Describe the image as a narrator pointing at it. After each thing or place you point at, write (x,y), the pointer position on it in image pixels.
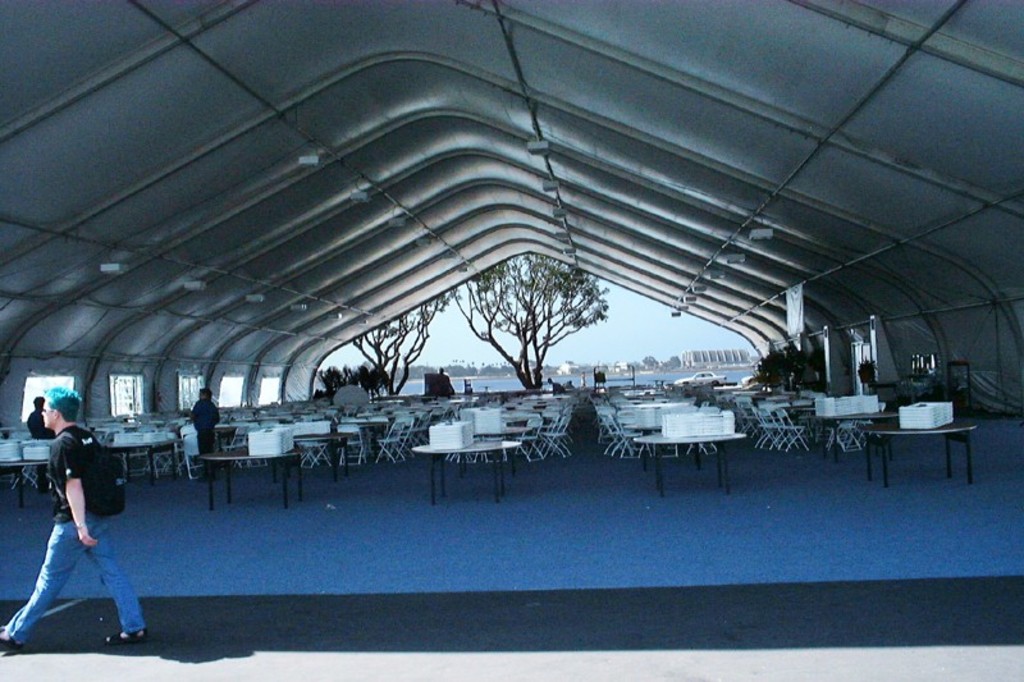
In this picture we can see a shed (1021,399). In the center of the image (515,433) we can see the tables (265,455), chairs (359,428). On the tables (362,415) we can see the boxes (319,427). In the background of the image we can see some persons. In the middle of the image (667,370) we can see the trees (516,366), water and buildings (614,364). In the bottom left corner (127,635) we can see a person (82,529) is walking and wearing a bag (90,494). At the bottom of the image (562,517) we can see the floor (525,564). At the top of the image (488,133) we can see the lights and roof (556,146).
